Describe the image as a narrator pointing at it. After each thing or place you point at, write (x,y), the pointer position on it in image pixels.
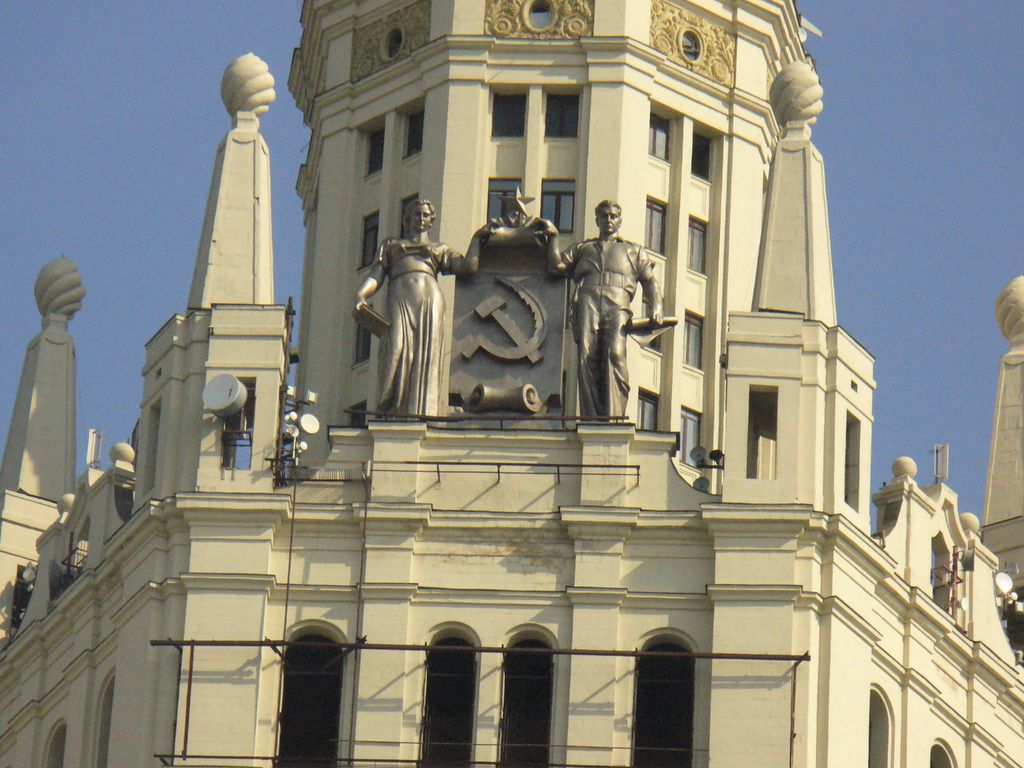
This image is taken outdoors. In the background (105,131) there is a sky (997,151). In the middle of the image (587,387) there is a building (395,571) with walls (363,675), windows (520,693), doors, carvings (701,59), pillars (56,471) and sculptures (436,300) on it.
